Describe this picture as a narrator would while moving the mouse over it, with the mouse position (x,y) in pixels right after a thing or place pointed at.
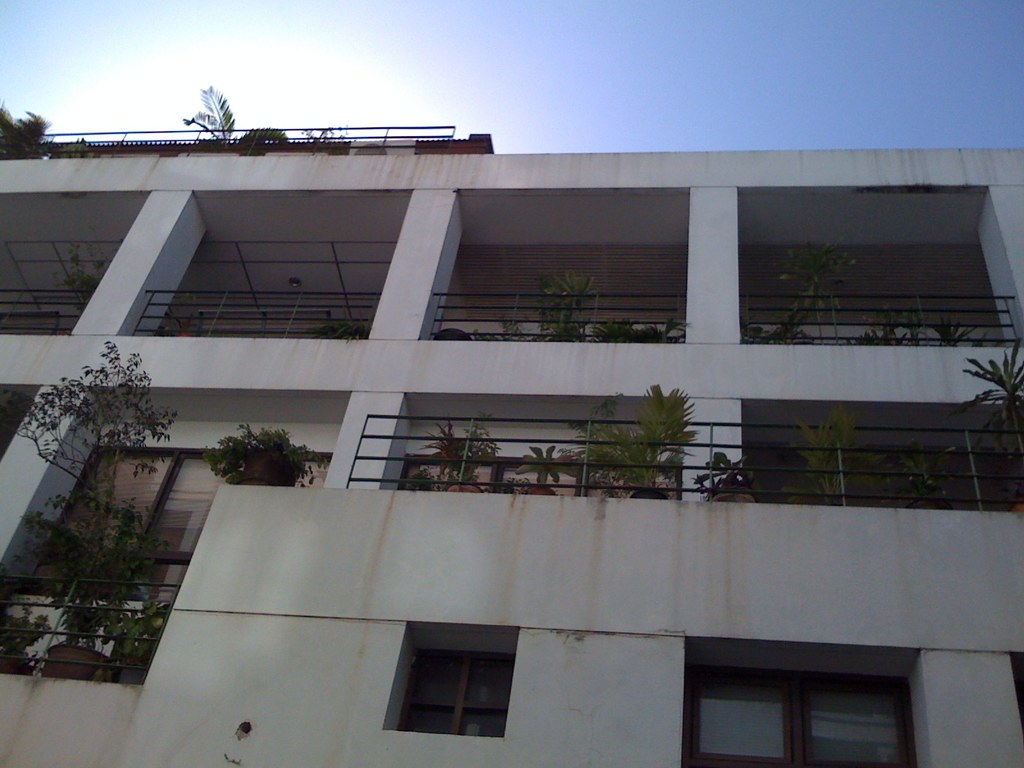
In this image in the center (391,364) there is a building (464,544) which is white in colour and there are plants (110,596) on the balcony (974,489) of the building (461,426). On the top of the building (84,155) there are plants (229,137).
